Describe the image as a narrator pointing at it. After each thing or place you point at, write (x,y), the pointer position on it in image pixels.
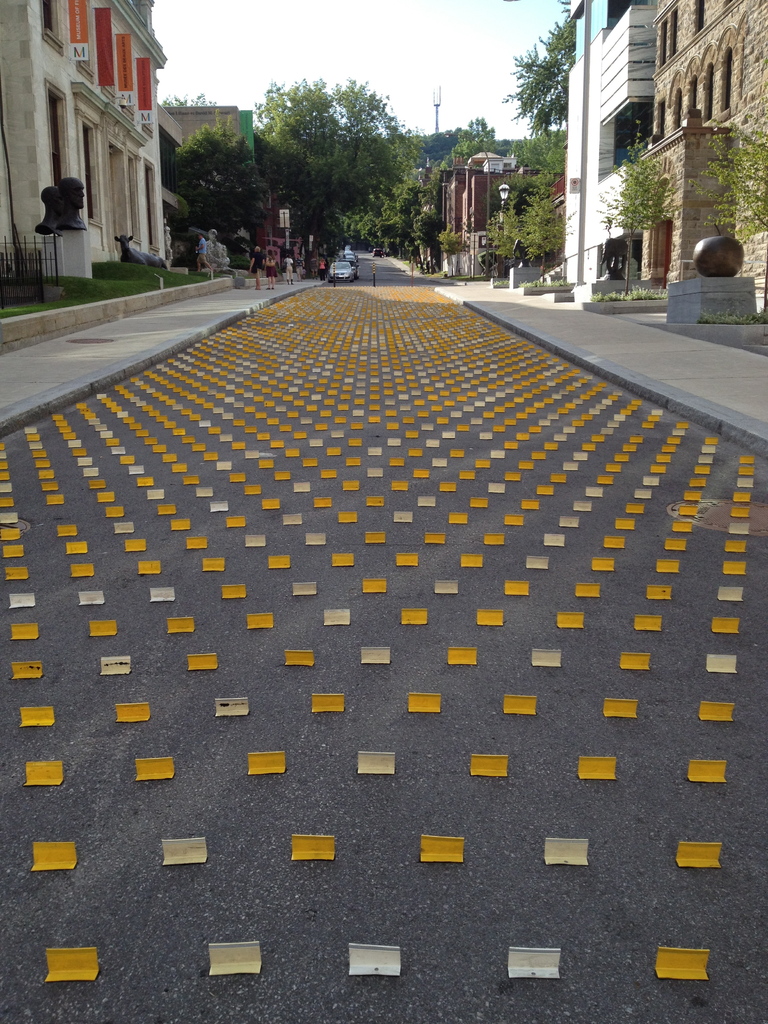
In this picture there is a road (333,643) which has many objects (319,853) placed on it and there are few buildings (197,118) and trees (738,171) on either sides of it and there are few people (269,264) and vehicles (342,261) in the background (347,254).
